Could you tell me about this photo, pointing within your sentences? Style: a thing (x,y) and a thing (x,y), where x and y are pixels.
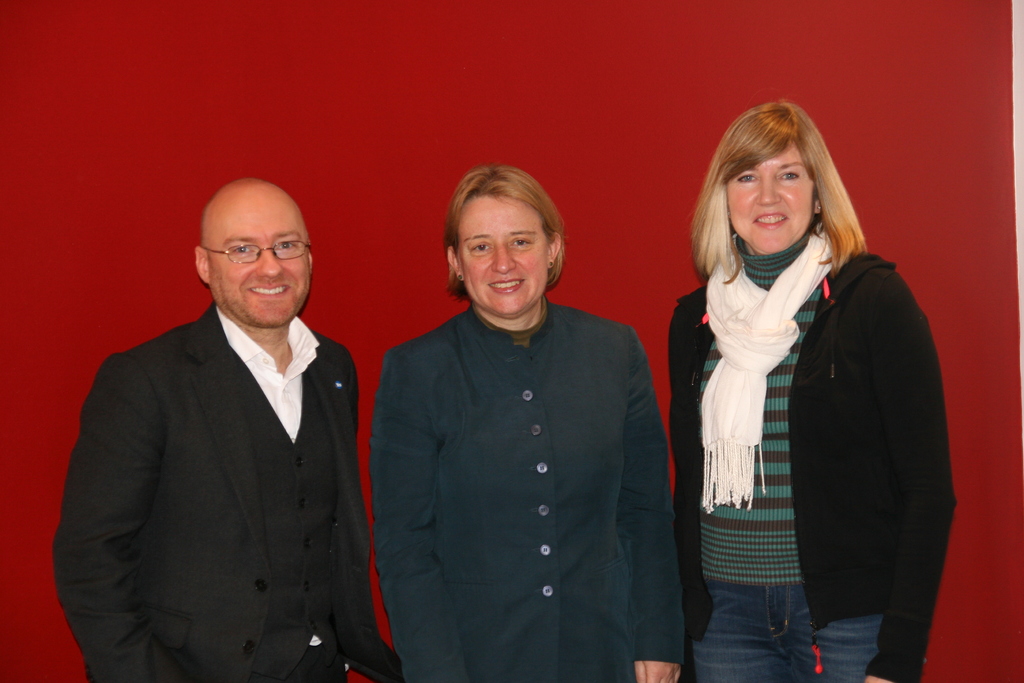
In this image in front (205,419) there are three people (544,361) wearing a smile on their faces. In the background of the image (506,76) there is a wall (575,56).
